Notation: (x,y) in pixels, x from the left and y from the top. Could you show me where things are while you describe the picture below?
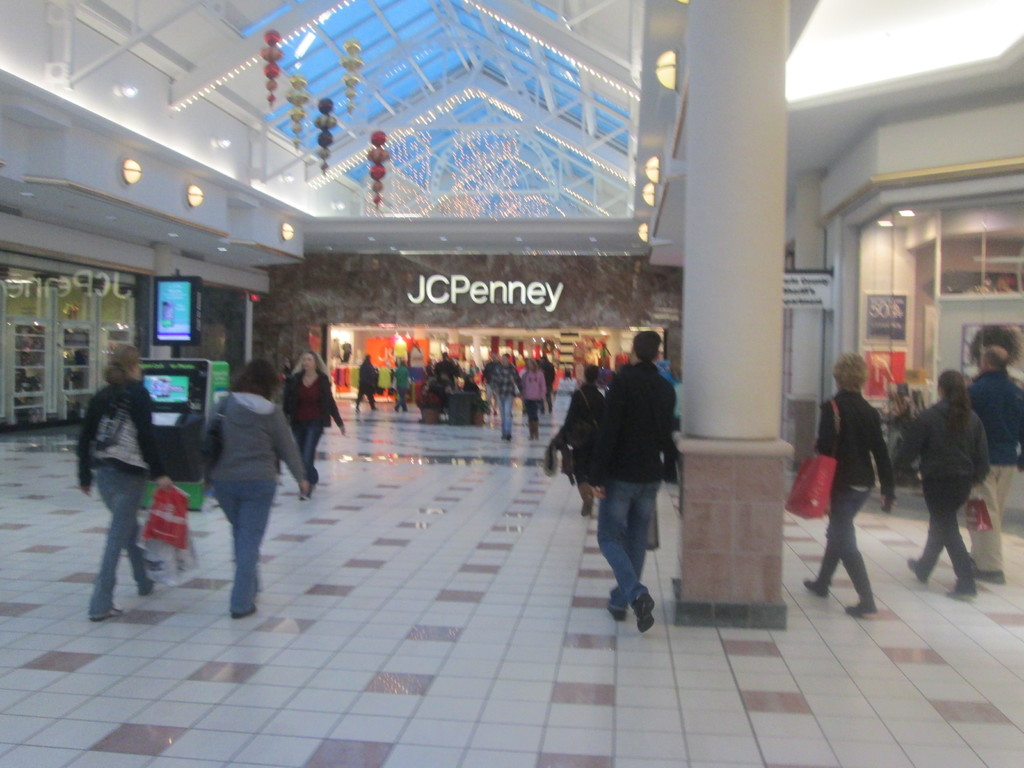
In this image I can see many people (253,468) are walking on the floor (356,556). Few people (971,465) are holding bags (170,498). On the right side (833,255) there is a building (896,134) and also there is a pillar (722,153). At the top of the image (305,59) I can see the ceiling (440,72) along with the metal rods (447,96) and lights (470,204). On the left side (172,344) there are two boards (167,302).
